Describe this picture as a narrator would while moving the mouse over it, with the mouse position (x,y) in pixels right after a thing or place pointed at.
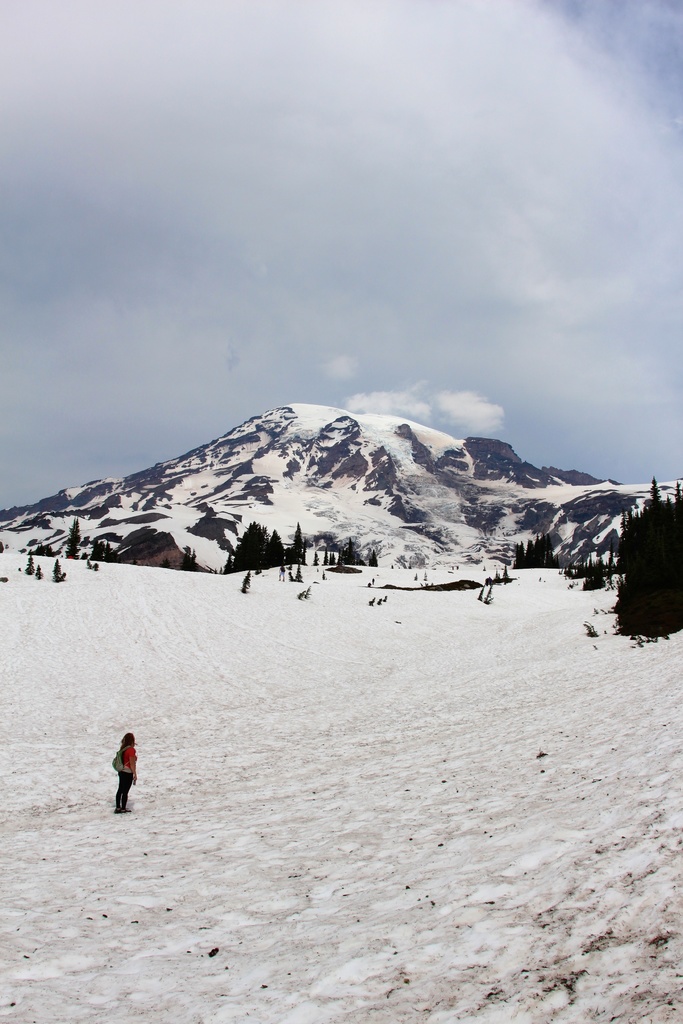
In the picture I can see a person (122,792) standing on the ice (210,783), I can see trees (679,528), mountains (513,480) and the cloudy sky (157,356) in the background (193,381).
